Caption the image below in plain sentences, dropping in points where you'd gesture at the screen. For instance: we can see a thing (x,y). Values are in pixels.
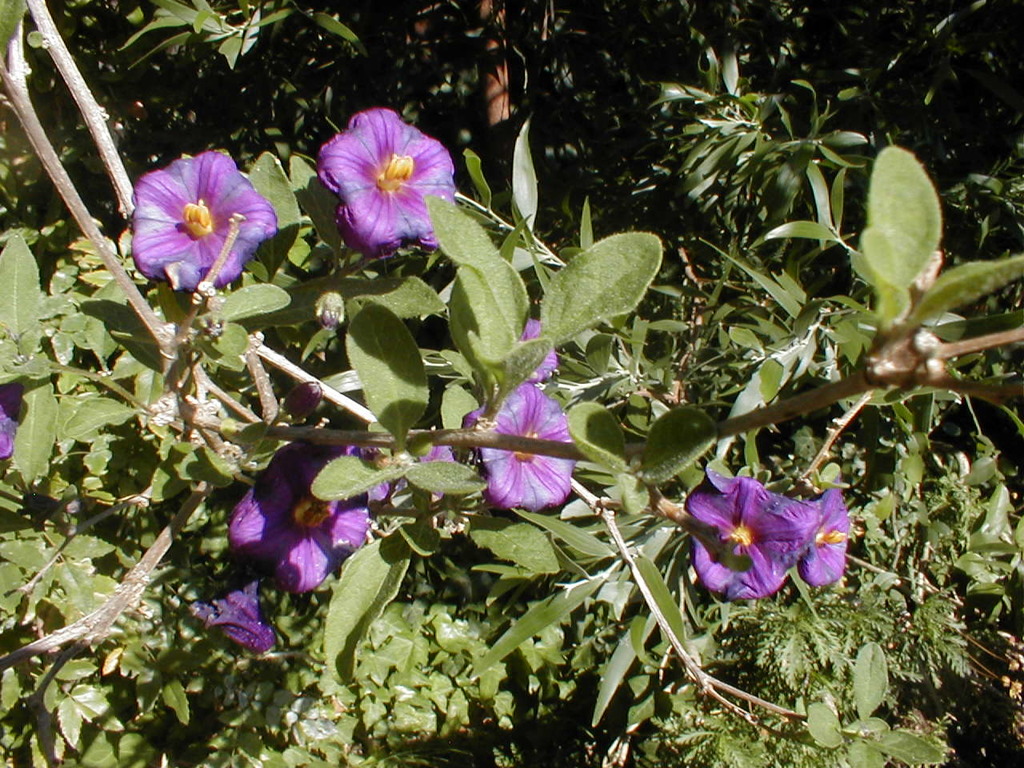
In this image I can see many plants (488,379) along with the flowers (744,508) which are in violet color.
